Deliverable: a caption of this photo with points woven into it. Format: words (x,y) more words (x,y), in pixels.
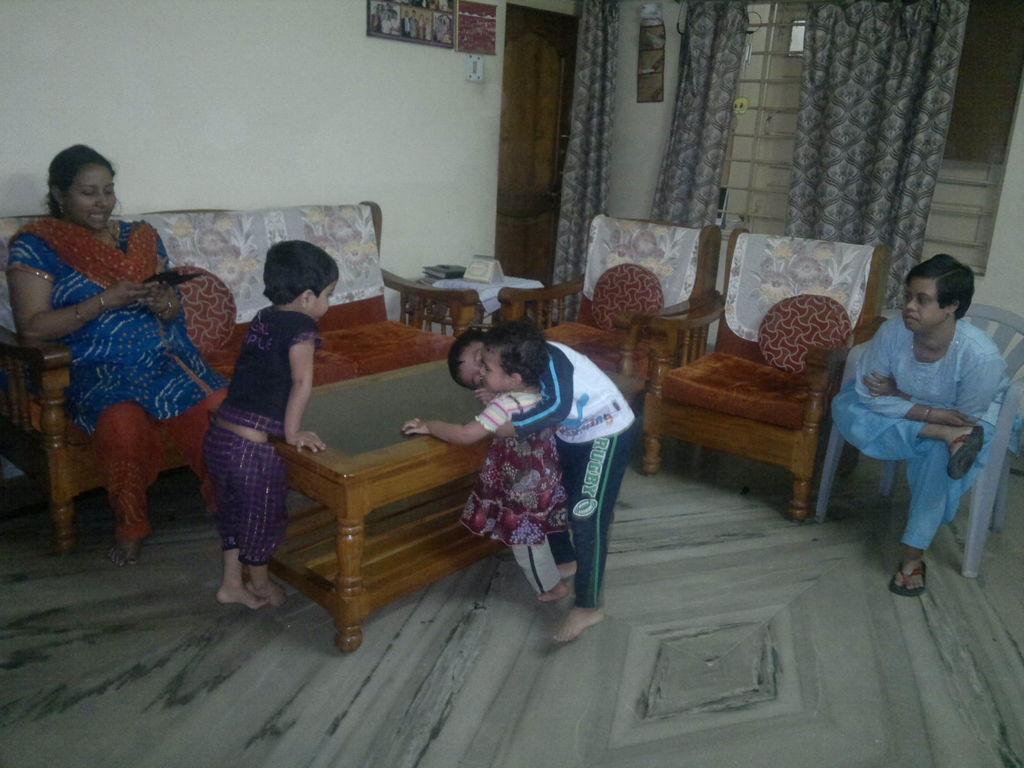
In the left middle of the image (69,388), there is a woman (104,263) sitting on the sofa (188,265). In the middle of the image (577,482), there are three kids (290,248) playing on the table (429,471). In the right bottom of the image (947,516), there is a woman (915,505) sitting on the chair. In the right top of the image (712,223), there is a window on which curtain (936,136) is there. In the left top of the image (240,174), there is a wall (484,105) which is white in color and a photo-frame (425,26) is there. This image is taken inside a house (842,597).
